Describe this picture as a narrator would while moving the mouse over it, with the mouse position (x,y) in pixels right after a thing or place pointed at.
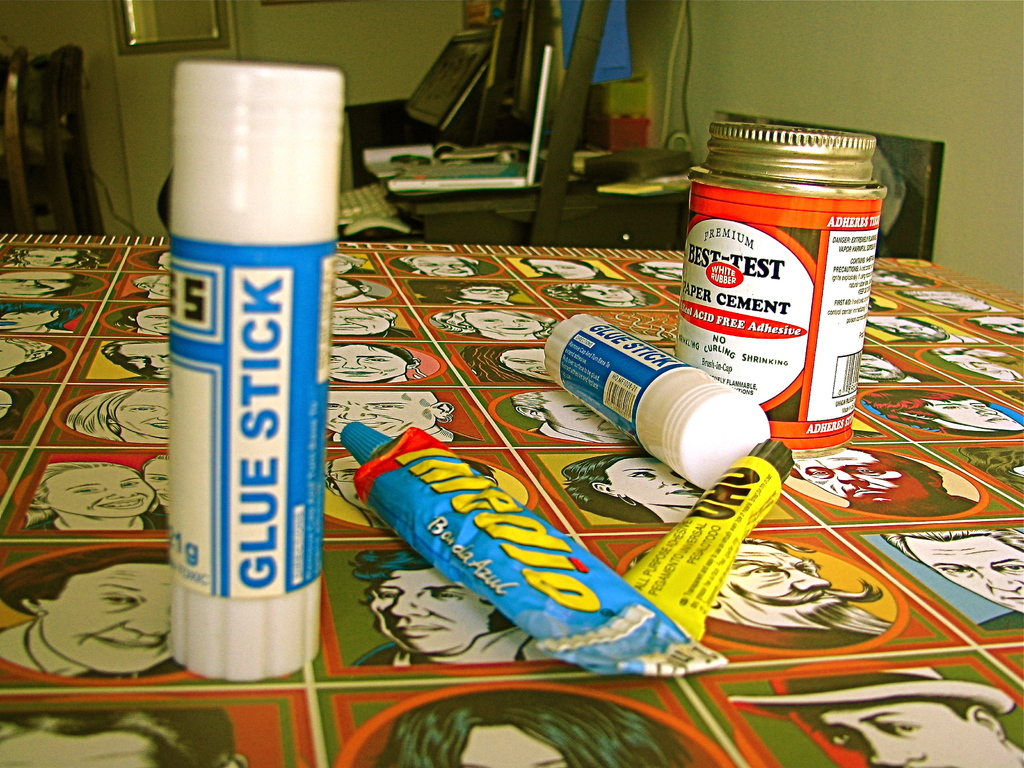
On this poster (882,333) there are images (106,620) of people (465,708). Above this poster (801,645) there are glue sticks (295,335), tubes (555,567) and container (813,264). Far there is a table (441,202). Above the table (464,202) there is a laptop (494,179), keyboard (353,193) and things (434,111).
